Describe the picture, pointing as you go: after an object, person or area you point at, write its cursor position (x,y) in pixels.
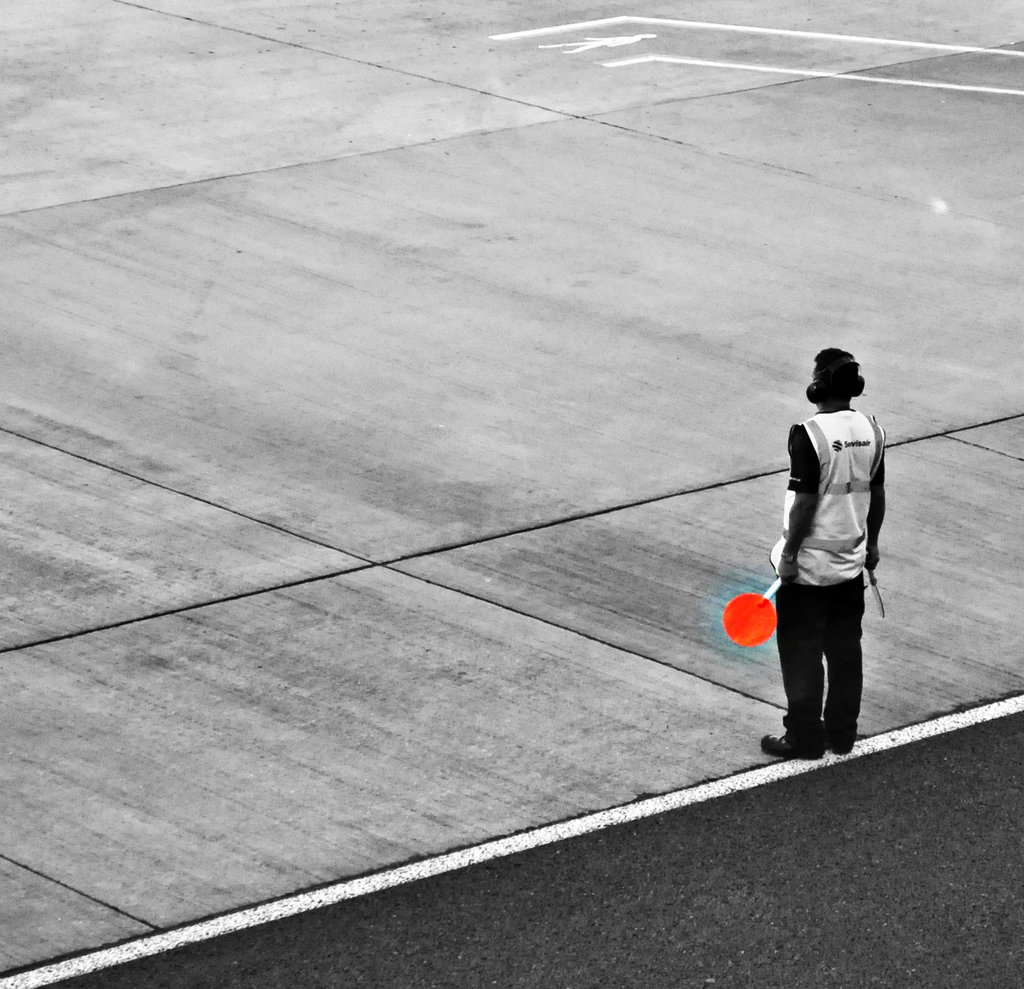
In the foreground of this image (850,617), there is a man (833,595) is standing by holding two boards (763,623) in his hands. On the top (488,102), there is the road (397,247).
